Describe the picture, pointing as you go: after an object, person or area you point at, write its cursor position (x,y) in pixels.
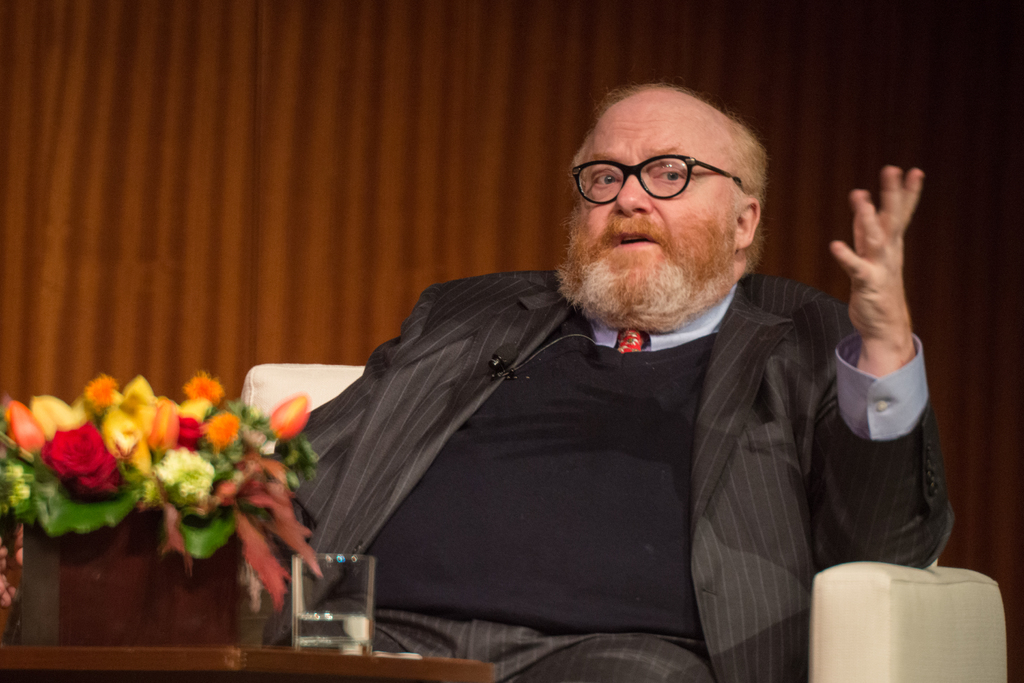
In this image we can see a man (751,566) sitting on the couch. In the foreground (214,634) we can see a side table (223,650) and a glass tumbler (352,560), flower vase (279,508) on it.
